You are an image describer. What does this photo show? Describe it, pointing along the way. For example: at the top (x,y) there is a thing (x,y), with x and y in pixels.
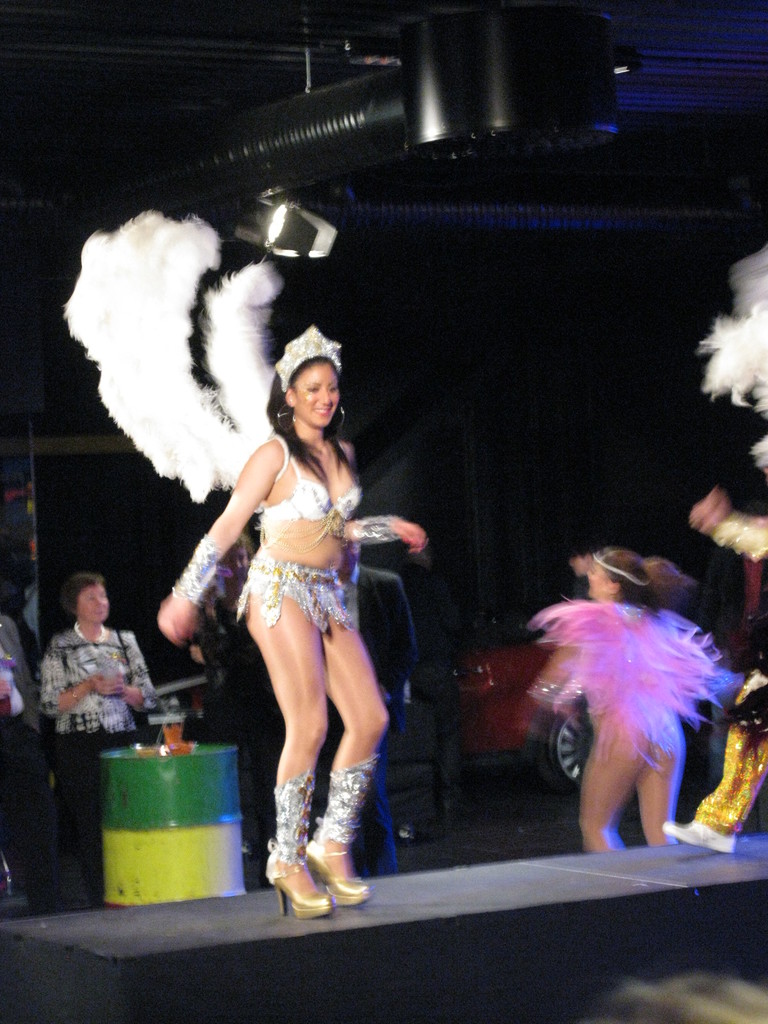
In the center of the image (296,533) there are two ladies (622,754) wearing costumes (307,599) and dancing. On the left (85,767) there are people (76,762) standing. In the background (117,760) there is a car (496,706), drum (146,837) and a stage (283,928).
